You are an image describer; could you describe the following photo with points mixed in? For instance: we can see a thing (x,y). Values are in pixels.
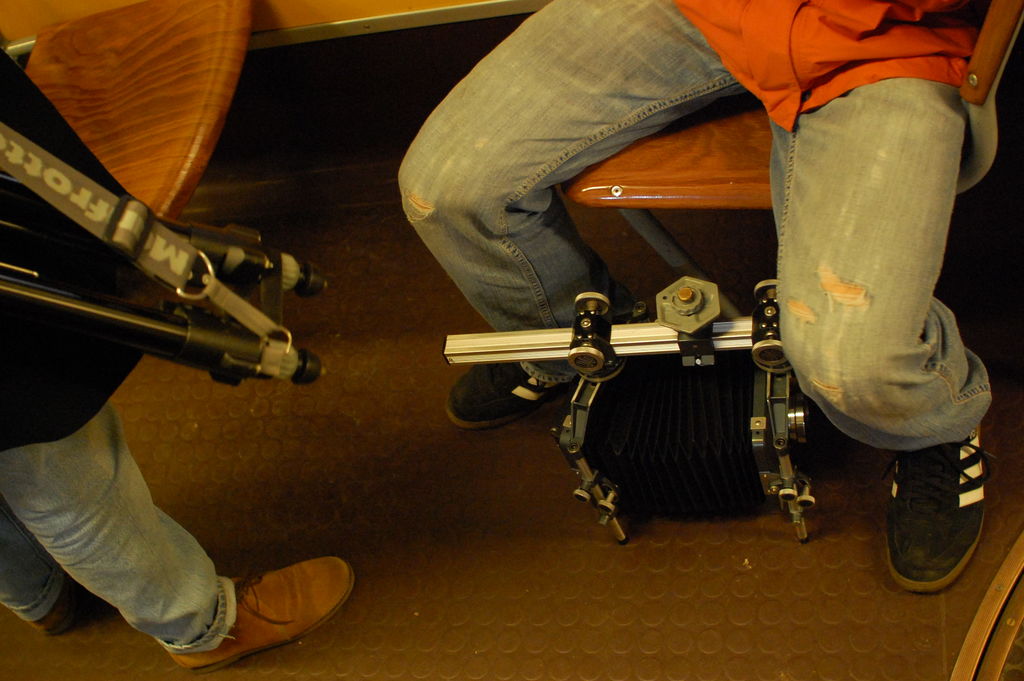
In this picture there is a person (880,151) sitting on the chair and there is a person (286,583) standing. At the bottom (599,505) there is a machine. At the back (89,19) there is a chair (176,55). At the bottom (466,549) there is a floor (730,580).
